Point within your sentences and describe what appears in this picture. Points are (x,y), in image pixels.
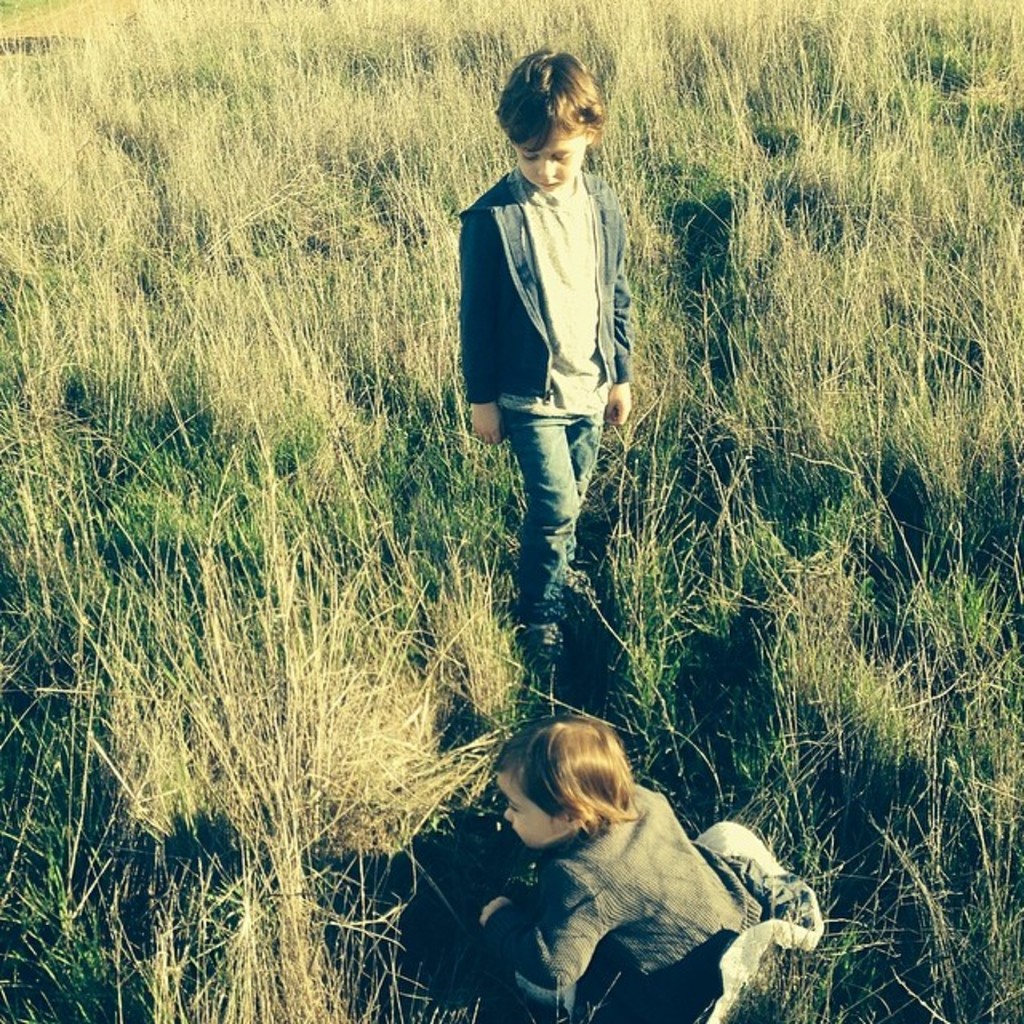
At the bottom of the picture (628,853), we see a girl (760,854) is sitting. Beside her, we see a boy (550,338) in the grey T-shirt (592,305) is standing. In the background (258,502), we see the grass (688,480).
